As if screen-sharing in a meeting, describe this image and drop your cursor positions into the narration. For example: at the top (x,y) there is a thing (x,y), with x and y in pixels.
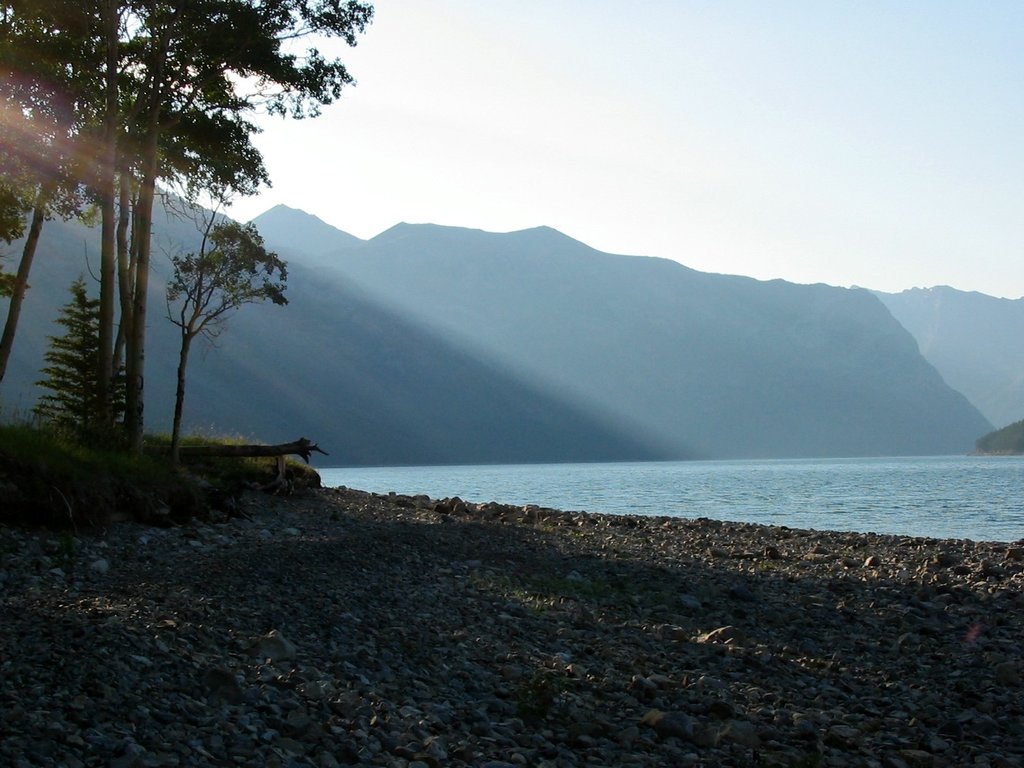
In the picture I can see few rocks (498,650) and there are few trees (112,44) and plants (98,432) in the left corner (91,75) and there is water (711,482) and mountains (728,359) in the background (741,350).
